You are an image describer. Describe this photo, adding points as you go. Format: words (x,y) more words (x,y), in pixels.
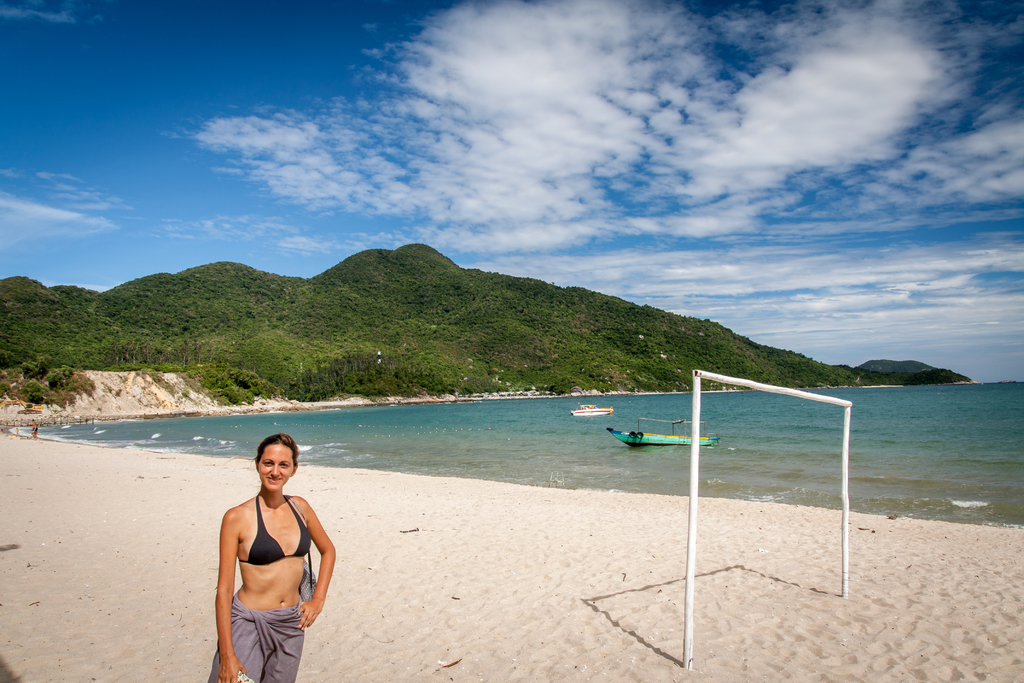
In this picture we can see a woman (266,656) smiling, standing on the sand (213,614), poles (690,605), boats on the water (606,429), trees (181,287), mountains (495,366) and in the background (544,177) we can see the sky (500,135).
